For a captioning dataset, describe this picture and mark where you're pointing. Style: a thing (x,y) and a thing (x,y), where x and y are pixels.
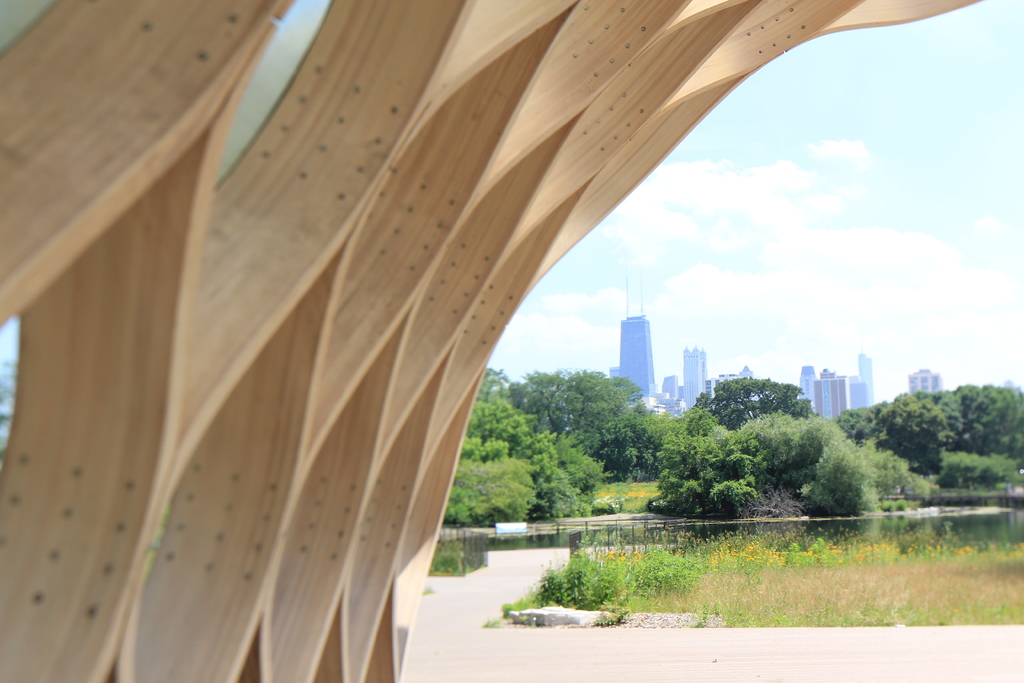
In the image there is a construction (150,214) on the left side (304,496) with plants (982,588) and trees (666,511) on the right side (862,573) followed by buildings (664,409) in the background (655,348) and above its sky (875,160) with clouds (660,237).
